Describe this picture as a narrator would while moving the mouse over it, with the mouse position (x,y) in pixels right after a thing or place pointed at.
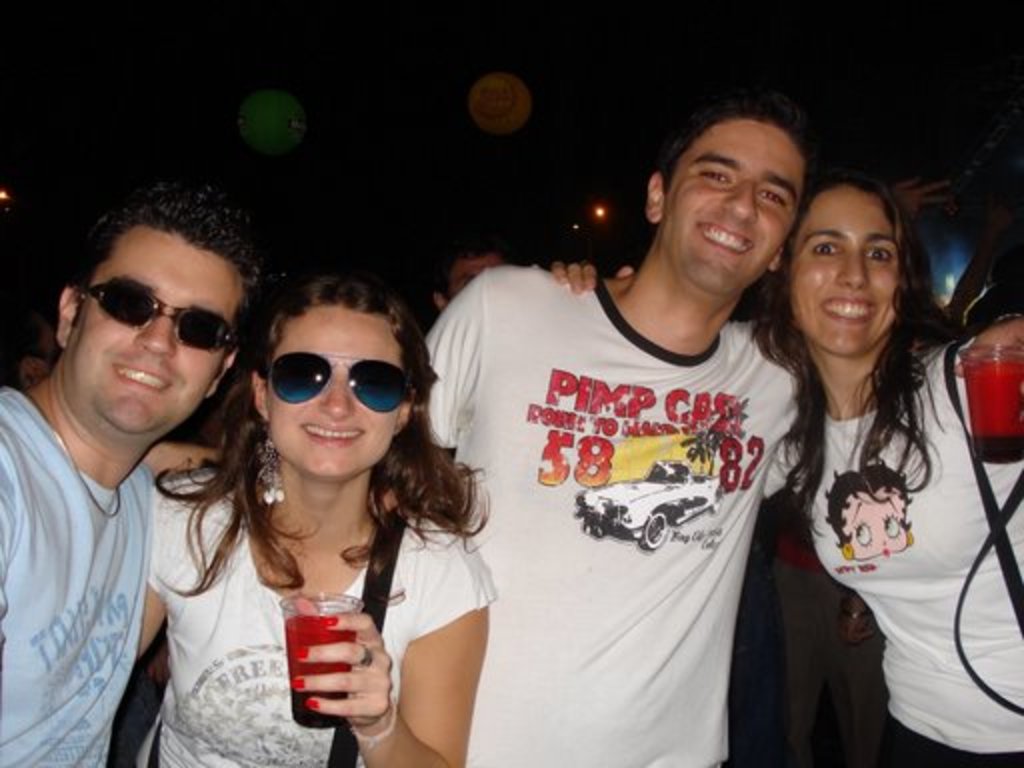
In this image we can see persons (238,500) standing and smiling and holding disposable tumblers (333,668) in their hands (318,657).
